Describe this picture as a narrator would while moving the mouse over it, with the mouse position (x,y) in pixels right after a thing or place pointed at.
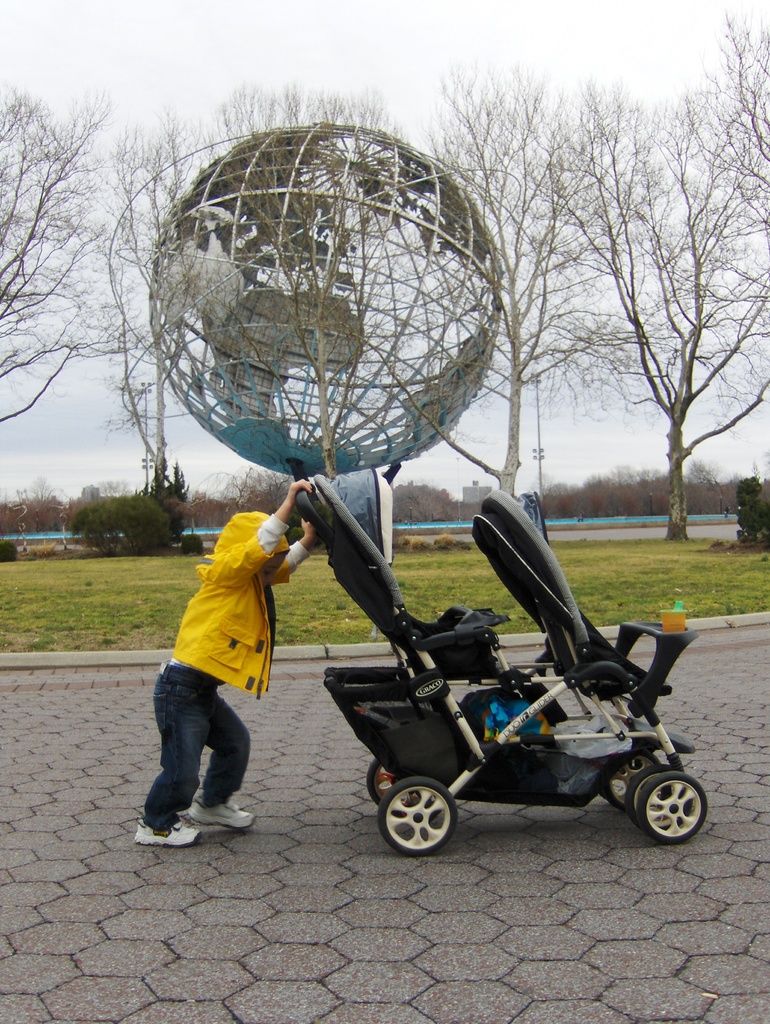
In this image we can see a little boy (253,588) pushing a stroller (519,746) on the path (630,856) of a ground (636,557). On the ground (742,761) there are trees (58,507), grass (138,573) and plants (133,524). In the background of the image (451,112) there is a sky (144,118).
